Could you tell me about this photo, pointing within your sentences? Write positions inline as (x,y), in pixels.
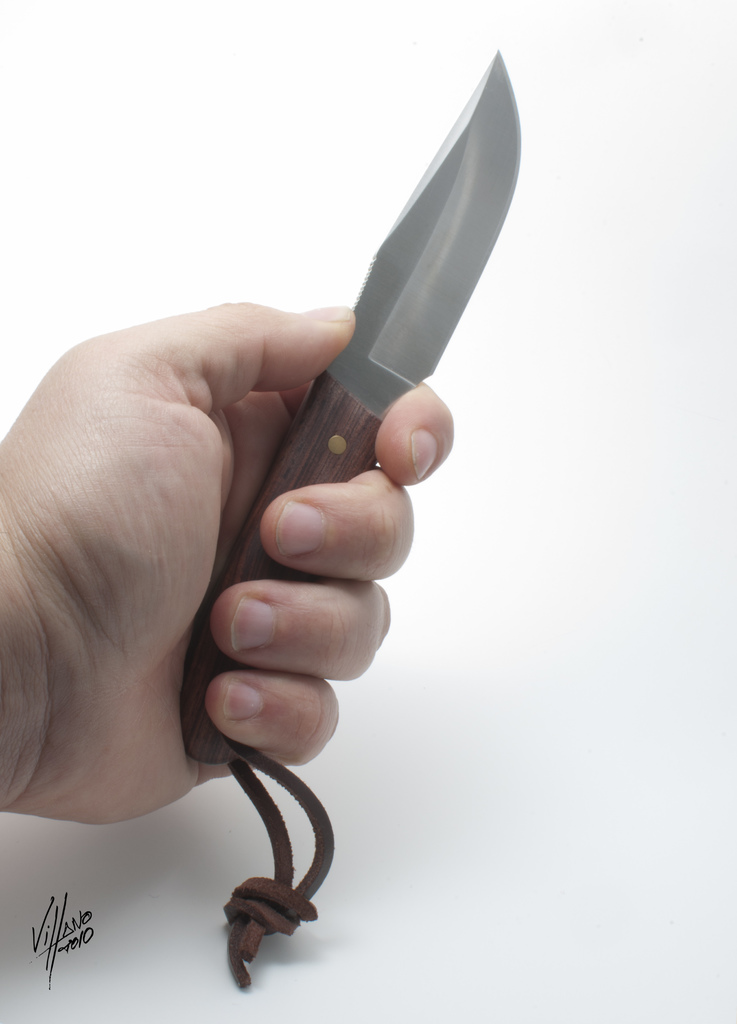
In this picture we can see a knife (435,213) in the hand (235,485), at the bottom (48,955) we can find a watermark (60,952).
